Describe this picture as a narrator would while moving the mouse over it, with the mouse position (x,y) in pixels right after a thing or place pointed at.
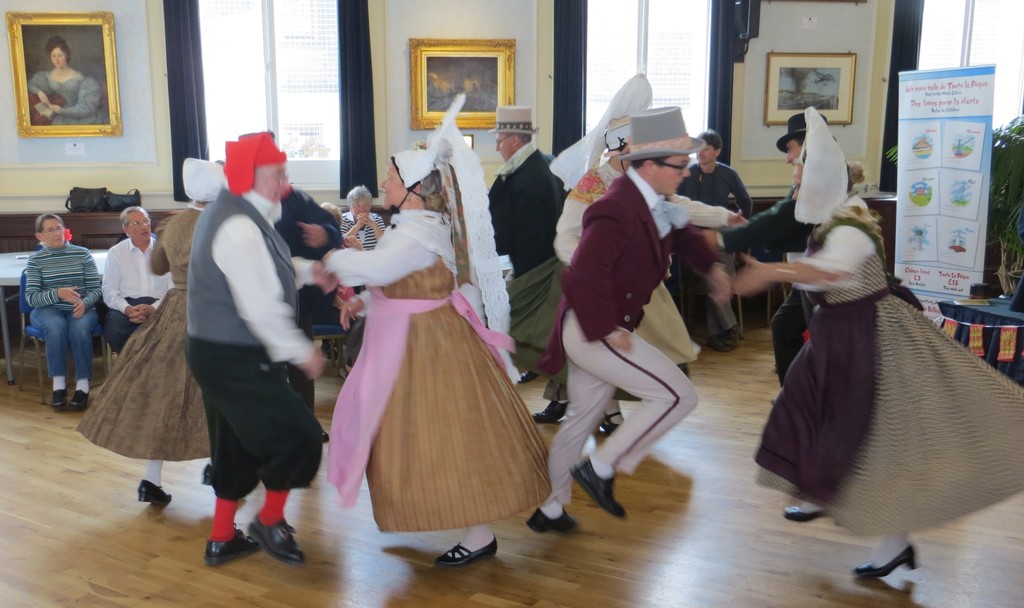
In the front of the image (538,323) we can see couples (682,250) dancing. Four men (605,320) wore hats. In the background of the image (673,36) there are curtains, windows (611,42), a plant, tables (110,221), chairs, people (73,247), bags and objects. Pictures (813,98) are on the walls (6,57). Something is written on the banners (910,194). People (140,228) are sitting on chairs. On a ledge (94,239) there are bags (127,202).
